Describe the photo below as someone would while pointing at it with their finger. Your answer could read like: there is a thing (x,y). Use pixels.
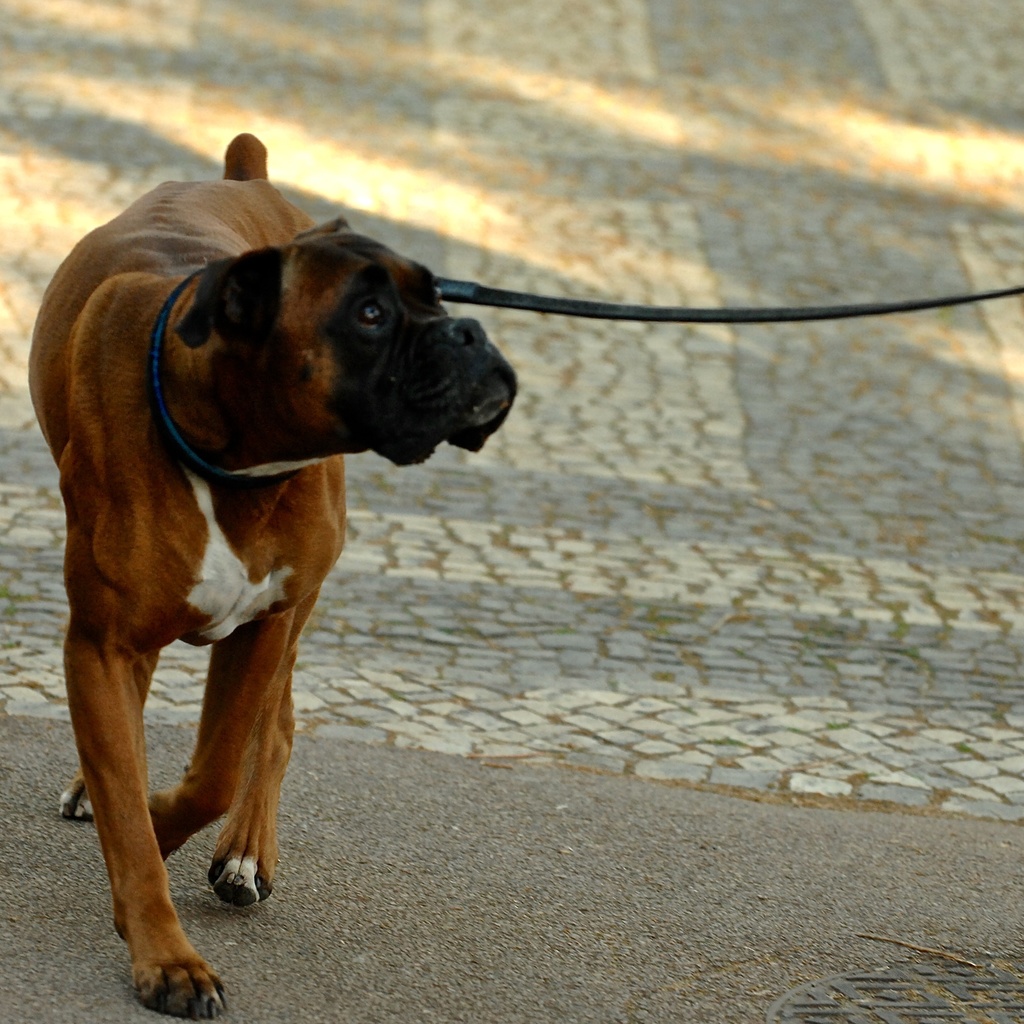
In the image there is a dog (287,721) walking on the floor (461,883). And there is a dog belt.
